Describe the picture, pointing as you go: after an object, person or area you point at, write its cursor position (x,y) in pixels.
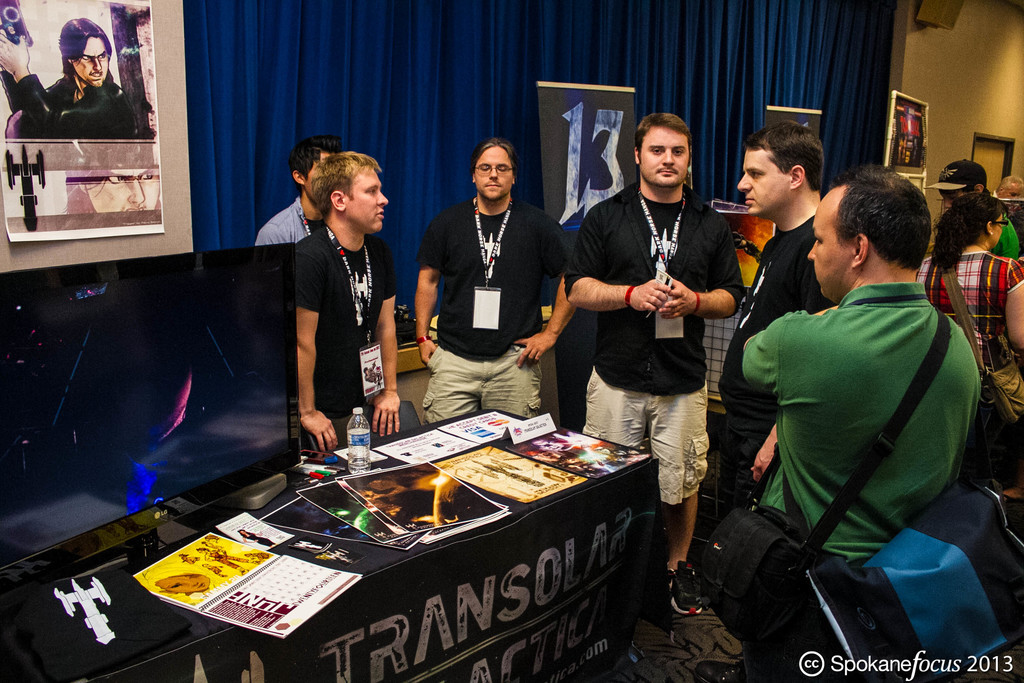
This picture is taken inside the room (652,274). In this image, we can see a group of people (495,337) standing in front of the table (207,619), on that table (312,624), we can see a black colored cloth (323,613), calendar (322,574) and some posters (521,461) and a water bottle (357,472). On the left side (56,193), we can see a poster (39,175) is attached to a wall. On the right side (982,310), we can see a group of people (982,246) standing. In the background (543,192), we can see some calendar (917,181) and posters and a curtain (624,82) which is in blue color.
